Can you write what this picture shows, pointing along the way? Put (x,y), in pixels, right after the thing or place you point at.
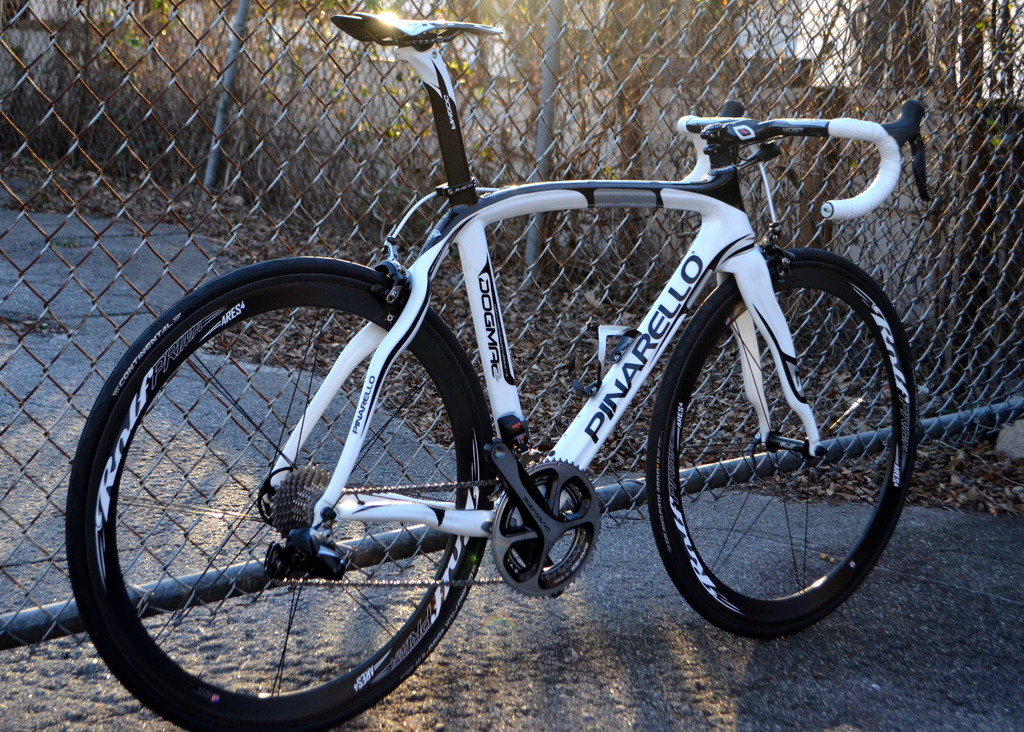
In this image I can see there is a cycle (435,378) in white color. At the back side (384,230) there is an iron net (254,511).
